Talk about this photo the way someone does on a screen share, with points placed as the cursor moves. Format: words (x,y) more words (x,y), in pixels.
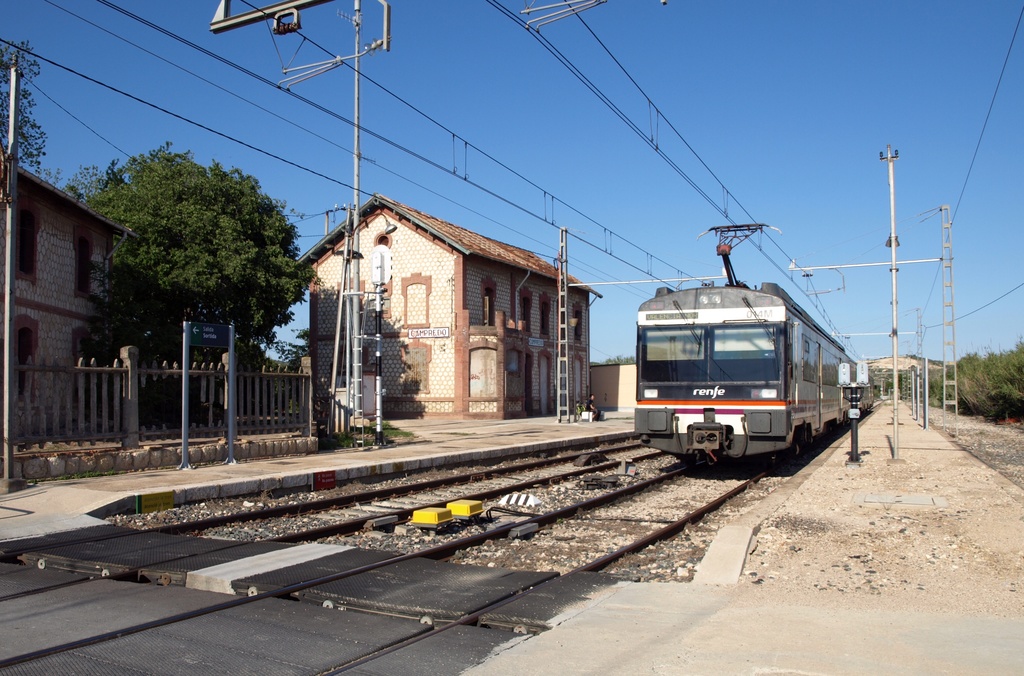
In this image there is a train (693,451) on the railway track (611,541). Beside the train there is a platform (459,424) on which there is a building (490,291). Beside the building (454,321) there are electric poles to which there are wires (370,132). On the left side (153,398) there is a fence (132,419) beside the track (251,518). In the background (170,255) there is a tree (157,256). At the top (502,94) there is the sky (473,94).
